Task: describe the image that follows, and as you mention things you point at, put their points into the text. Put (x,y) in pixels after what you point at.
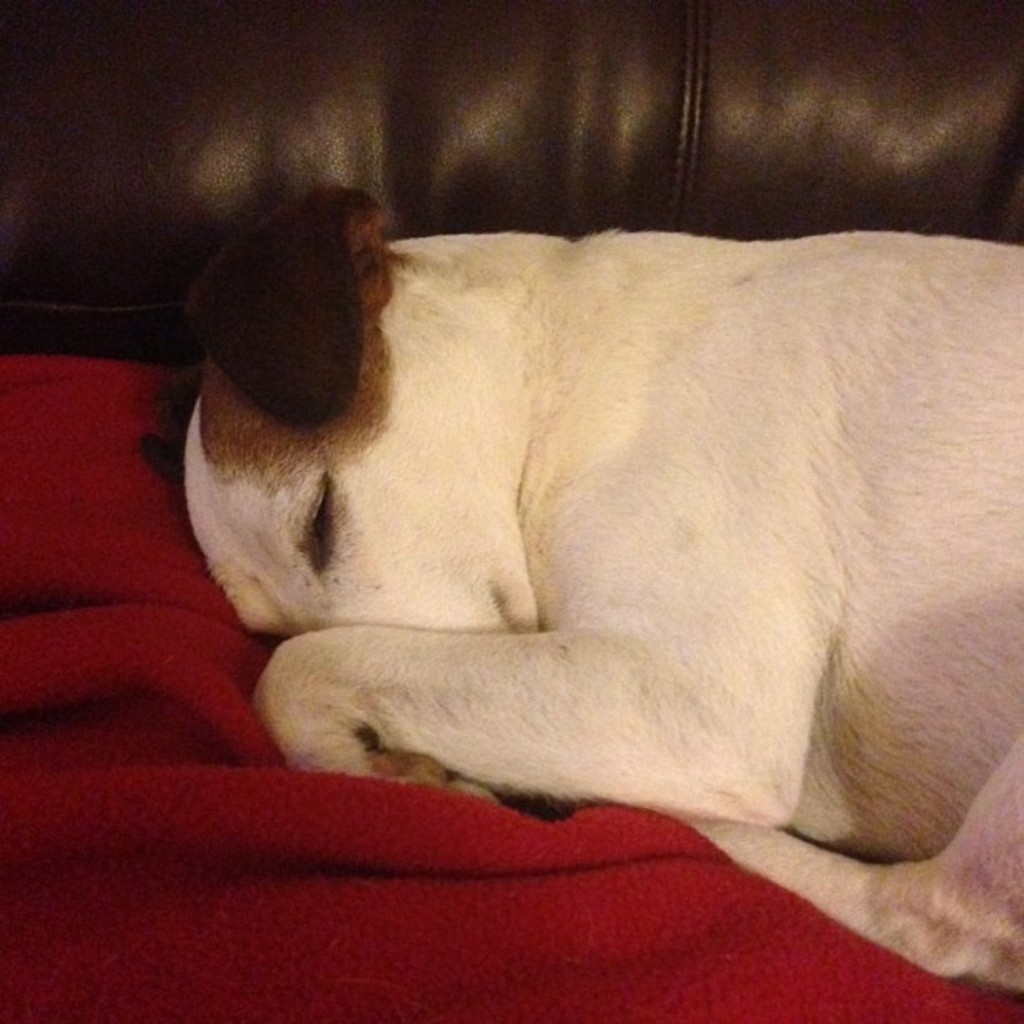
In this image there is a dog (741,343) sleeping on the sofa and there is a towel (126,710) in red color.
